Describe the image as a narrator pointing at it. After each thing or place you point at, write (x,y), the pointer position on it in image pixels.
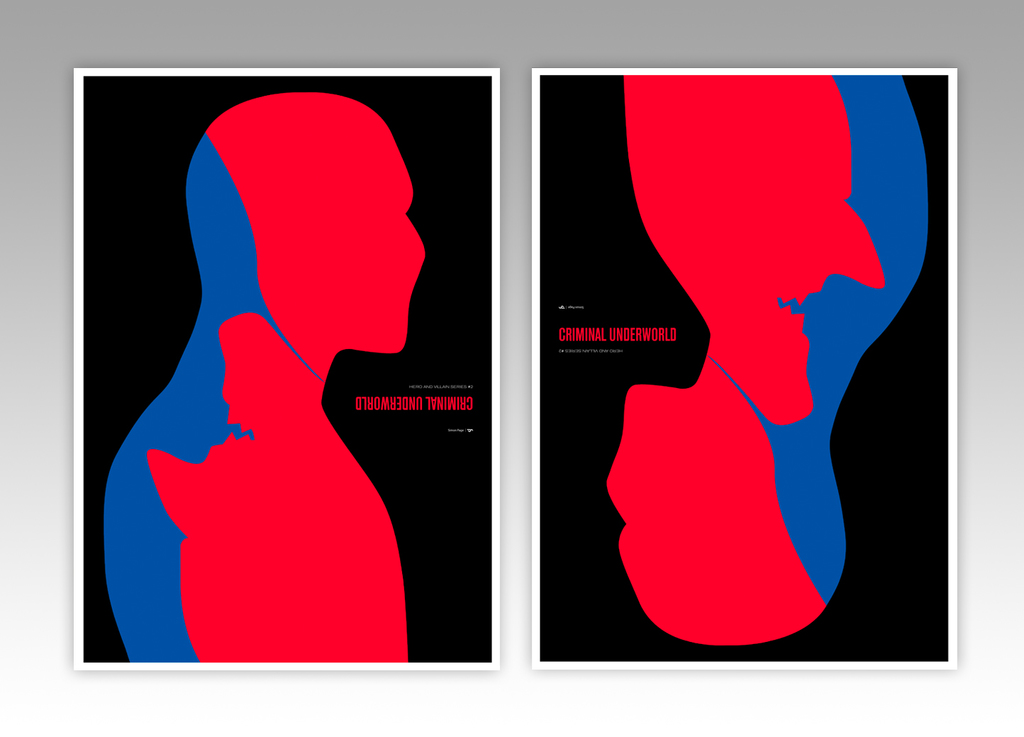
In the image there are two graphic image (346,448) side by side, it seems to be a person (834,292) in red and blue color.
